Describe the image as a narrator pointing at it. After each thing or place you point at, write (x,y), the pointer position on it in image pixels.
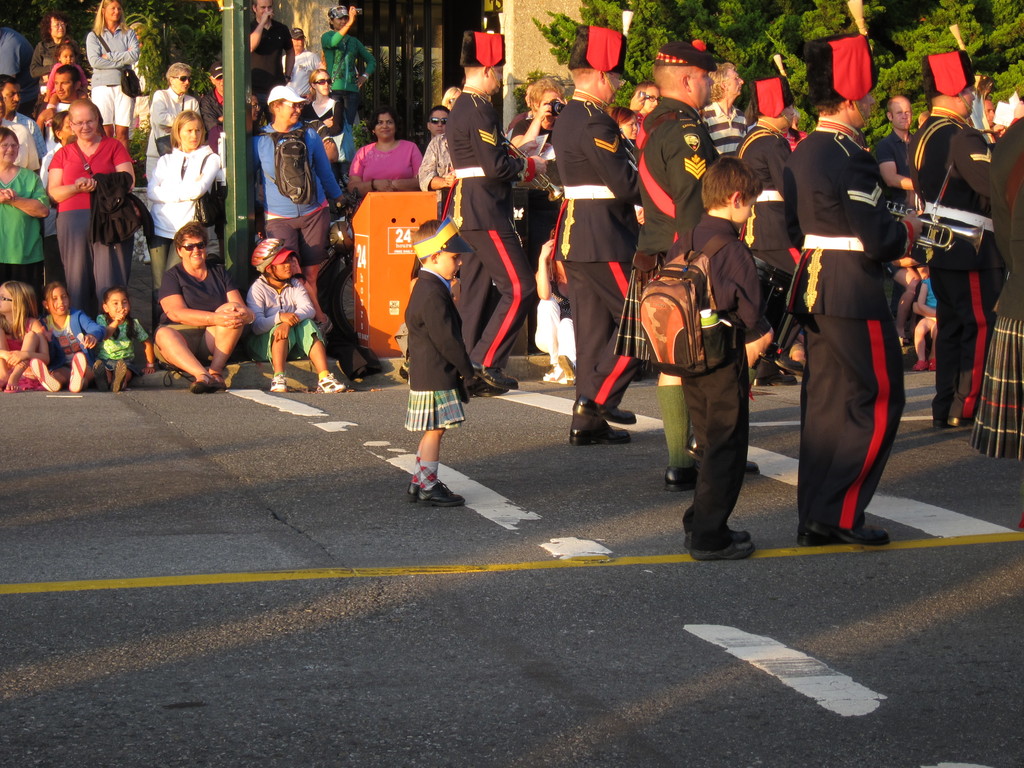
In this image there are people (843,216) marching on a road (307,507), in the background (69,320) there are people (260,338) sitting on footpath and few are standing and there are trees (890,50).
